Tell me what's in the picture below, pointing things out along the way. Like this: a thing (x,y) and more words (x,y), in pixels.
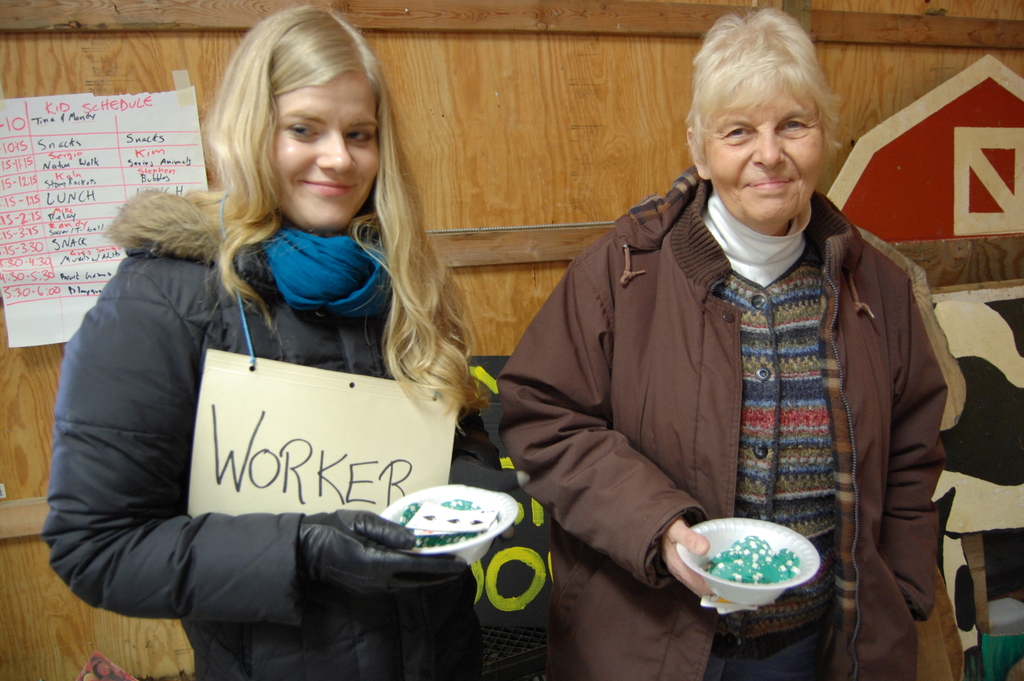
In this image I can see two people (766,508) are standing and holding white bowls (720,540). They are wearing blue and brown color jackets (536,439). Back I can see the wooden object (568,143) and white paper (126,159) is attached to it.
